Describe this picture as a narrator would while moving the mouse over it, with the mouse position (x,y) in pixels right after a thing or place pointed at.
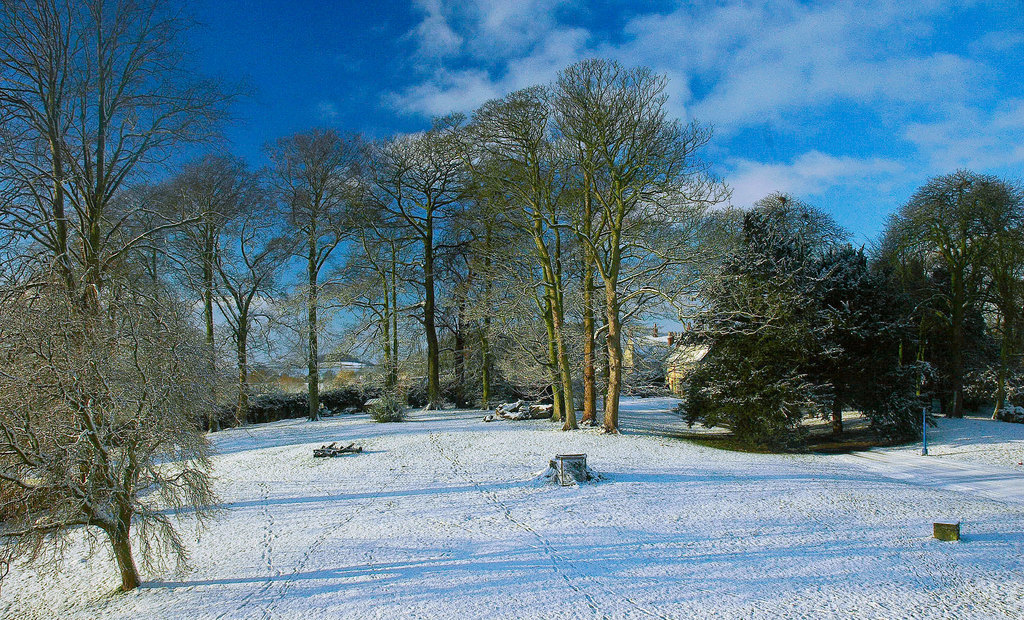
In this image there are few trees (487,293) on the land (368,464) which is covered with snow (525,541). Top of the image (948,11) there is sky (261,60) with some clouds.
